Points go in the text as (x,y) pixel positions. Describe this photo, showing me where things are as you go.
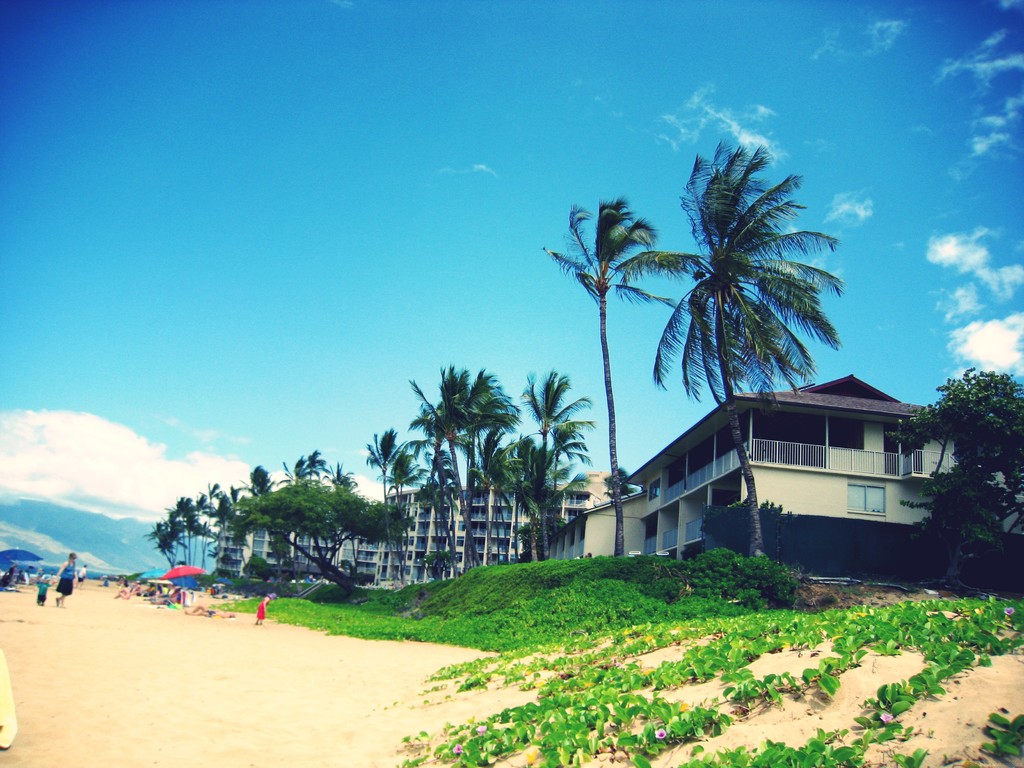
In this image in the front (628,662) there are plants (645,674). In the background (66,580) there are persons (71,579), tents (190,585), trees (447,556), buildings (838,500) and the sky (98,460) is cloudy.
